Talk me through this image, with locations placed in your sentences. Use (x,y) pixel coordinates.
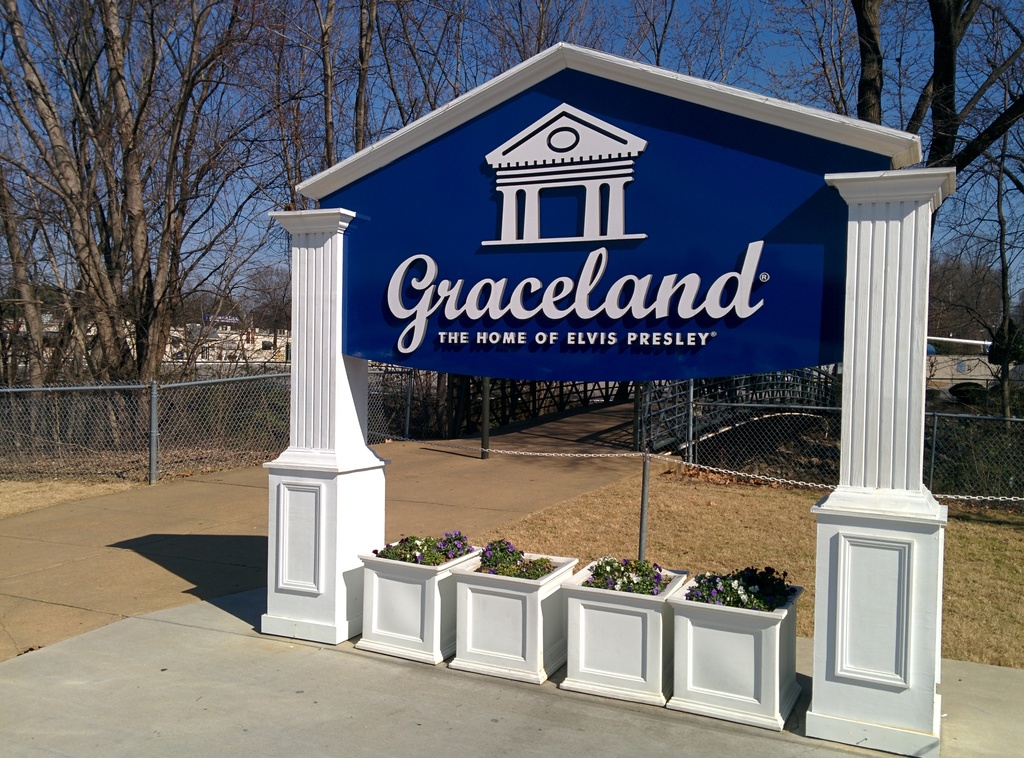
In this image we can see some pots (510,592) with plants (442,540) and flowers (456,537) under an arch (363,422). We can also see a pole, chain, fence (241,457), trees (142,365), houses (223,326), bridge (474,430) and the sky (206,205).
